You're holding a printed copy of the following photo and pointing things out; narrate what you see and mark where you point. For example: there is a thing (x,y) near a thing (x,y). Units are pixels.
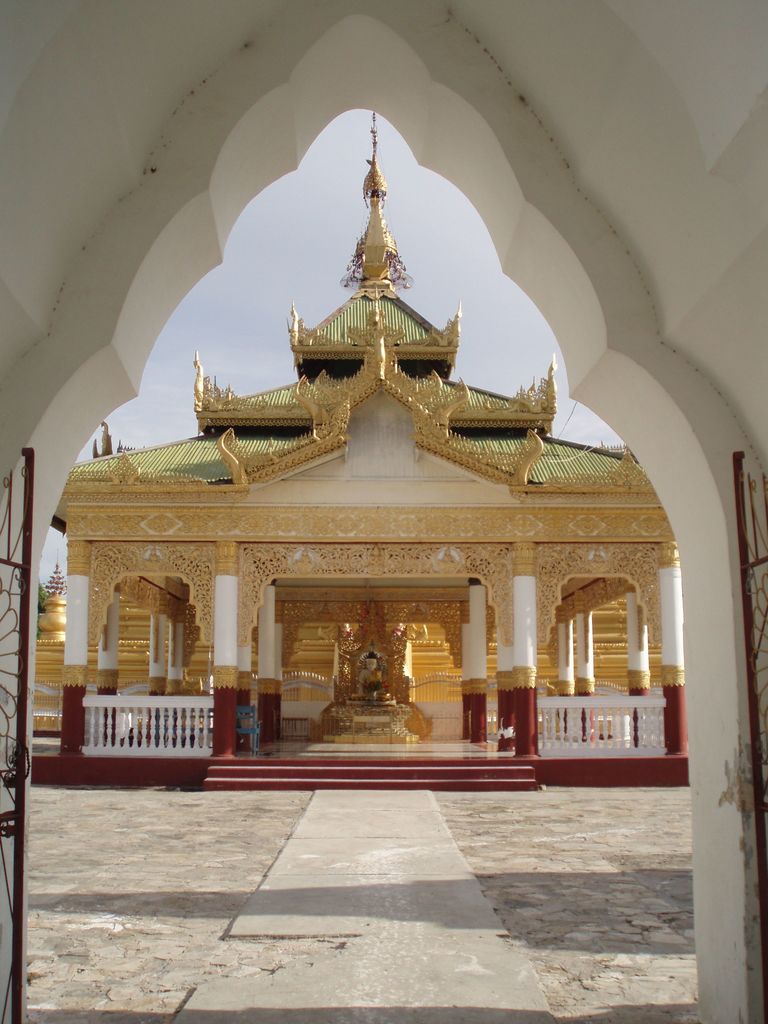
In this image, we can see a gate (683,337). There is a Buddhist temple (477,468) in the middle of the image (359,366).
